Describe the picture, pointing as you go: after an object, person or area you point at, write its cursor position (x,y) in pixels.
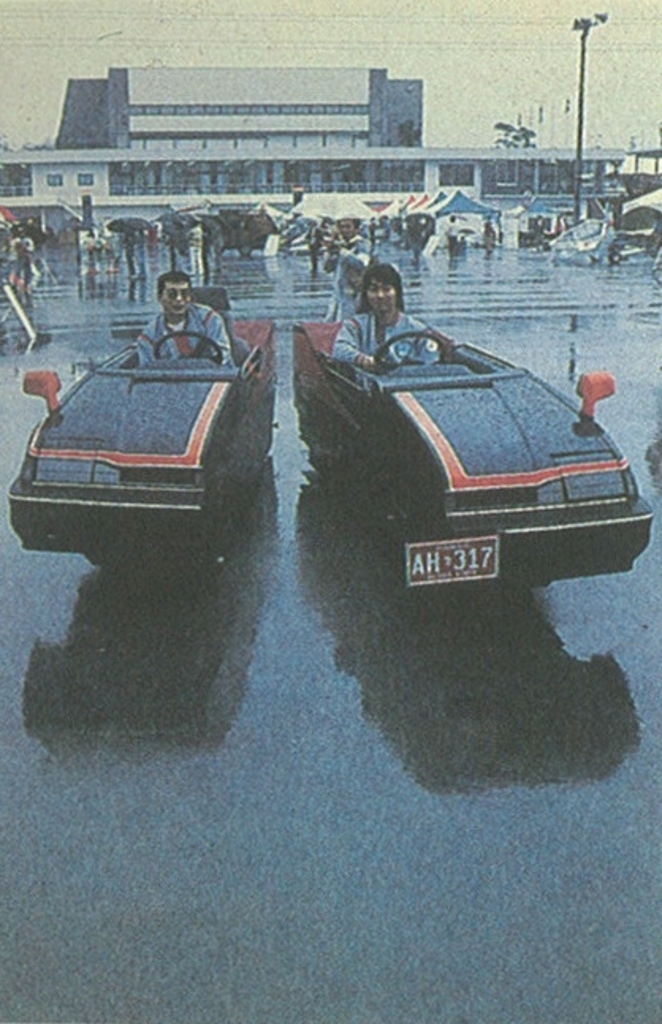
The picture is taken on the street (36,288). in the foreground of the picture (231,440) there are two persons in the cars (358,425). In this picture there is road (292,305), the road (446,297) is wet. In the middle of the picture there are tents (466,202), people (25,254) carrying umbrellas (220,228), poles (583,75), building (376,167) and other objects (236,223). At the top (290,41) there are cables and sky (235,25).
